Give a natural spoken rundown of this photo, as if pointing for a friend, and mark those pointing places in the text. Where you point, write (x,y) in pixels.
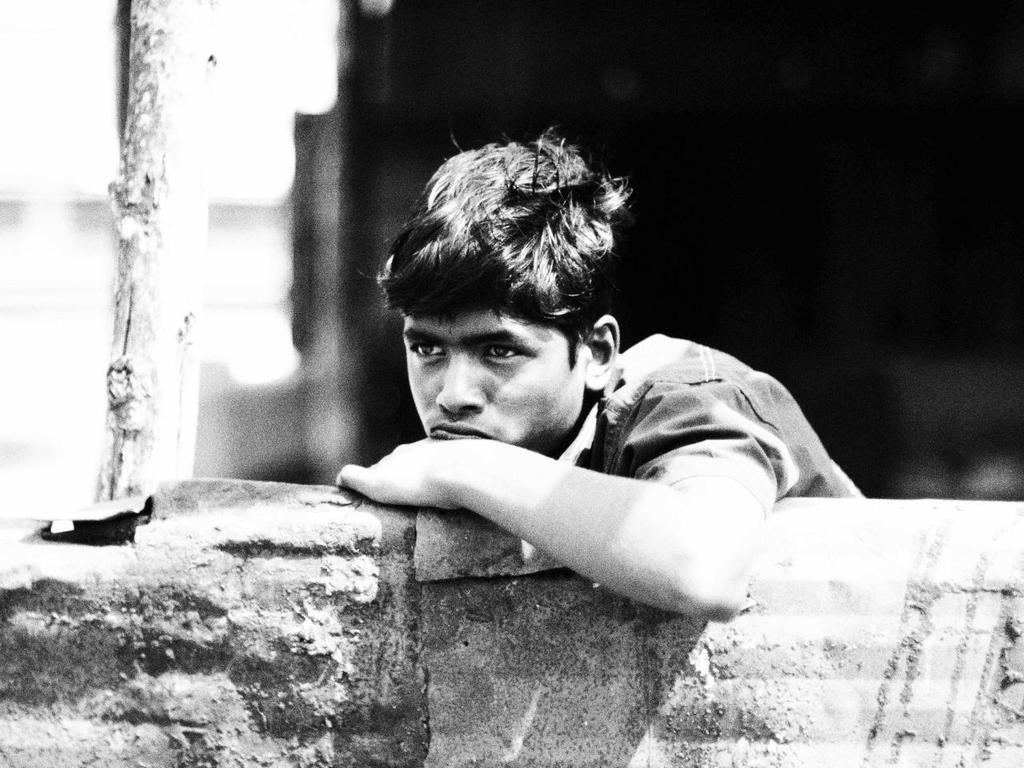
In this image there is a boy (711,418) standing. In front of him there is a wall (476,666). He is leaning on the wall (505,661). Beside him there is a stick (156,270). The background (521,84) is blurry.
